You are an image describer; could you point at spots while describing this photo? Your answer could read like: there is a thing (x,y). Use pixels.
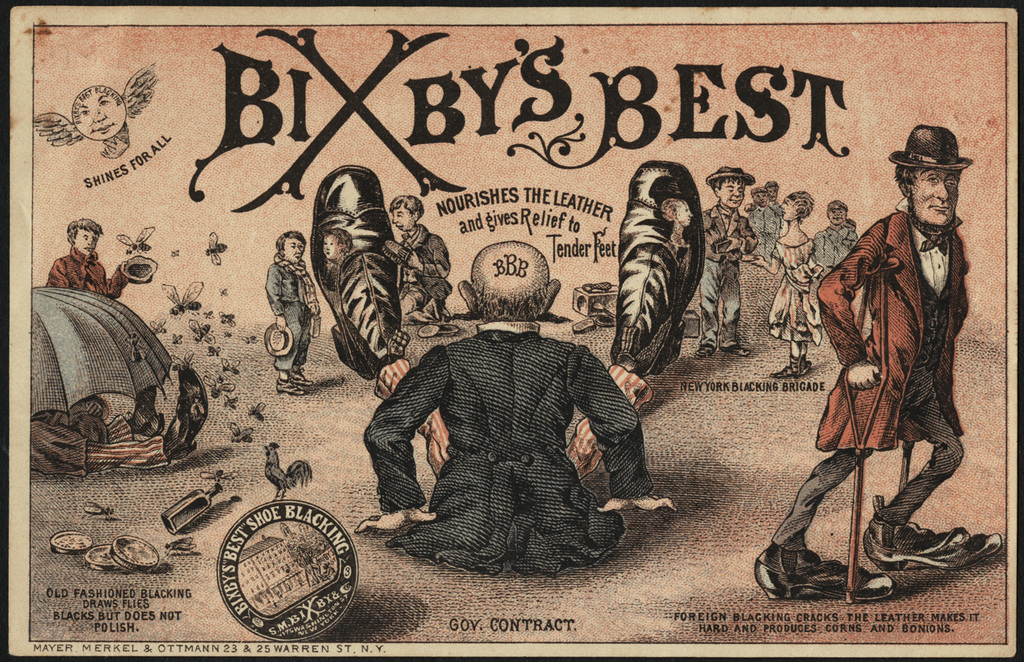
In the image there is an art (70,583) of few people (85,239) standing and walking on the land (930,572) with text (298,94) above and below it, in the middle (511,396) there is a man (507,407) sitting on the floor (172,533) spreading his legs (367,234).
